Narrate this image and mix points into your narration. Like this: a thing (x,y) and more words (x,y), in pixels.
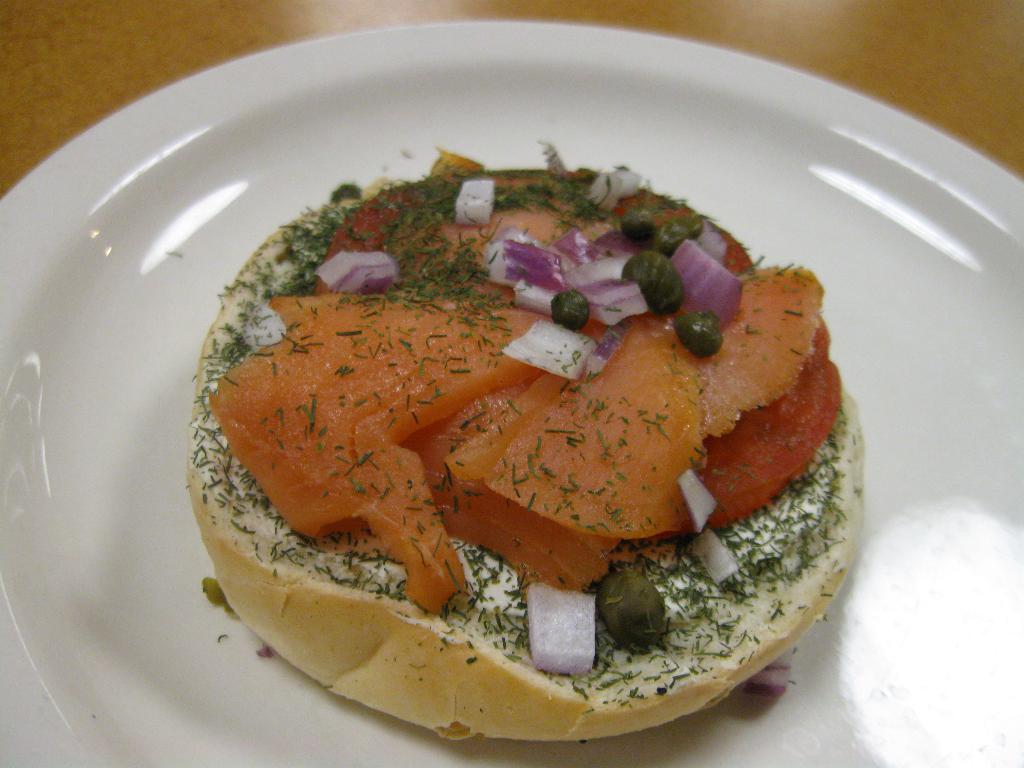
In this picture there is food (753,683) on the white plate (221,146). At the top (910,37) it looks like a table (770,51).
